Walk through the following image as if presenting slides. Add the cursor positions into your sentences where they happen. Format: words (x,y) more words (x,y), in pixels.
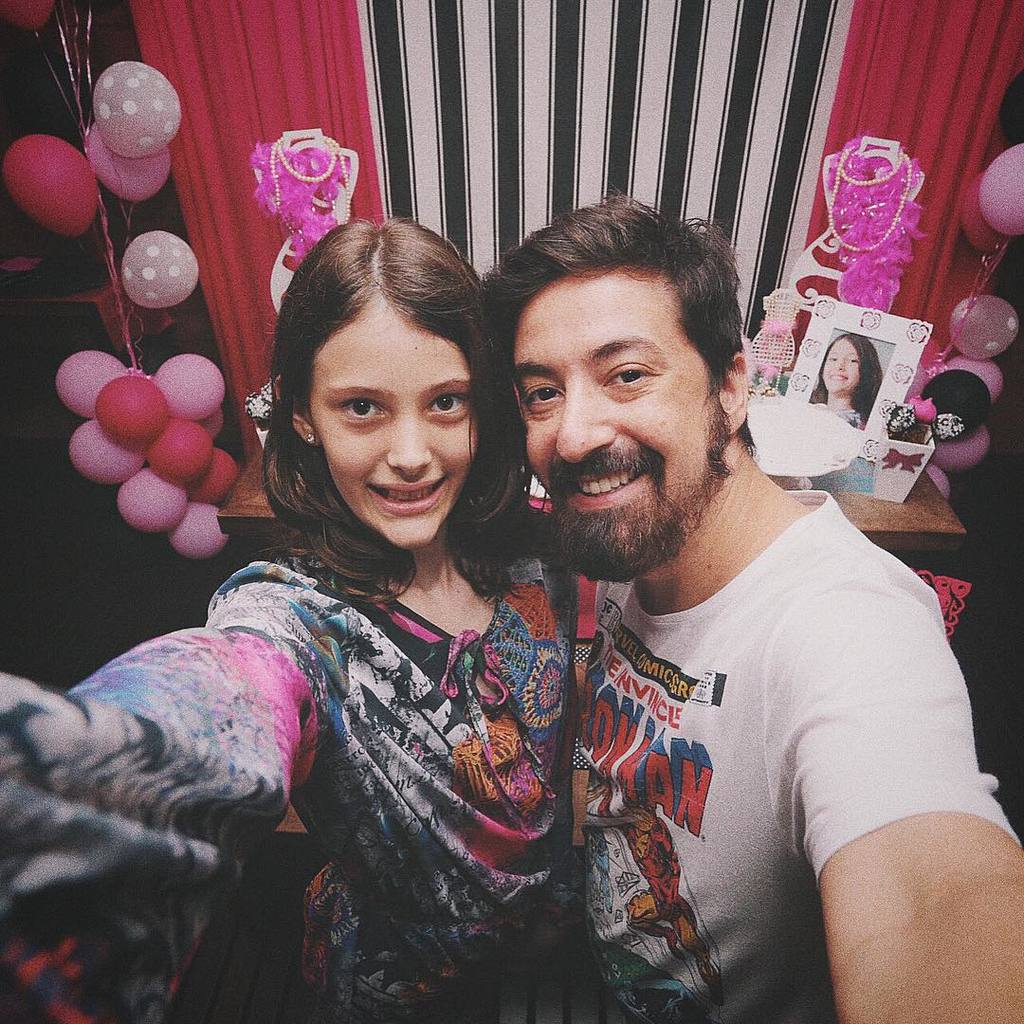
In this image, we can see a man (627,612) and a lady (522,707) and in the background (131,197), there are balloons (162,246), a curtain (190,138), some decor (886,257), a frame (880,312) and some other objects (890,452) are on the table (904,507).
